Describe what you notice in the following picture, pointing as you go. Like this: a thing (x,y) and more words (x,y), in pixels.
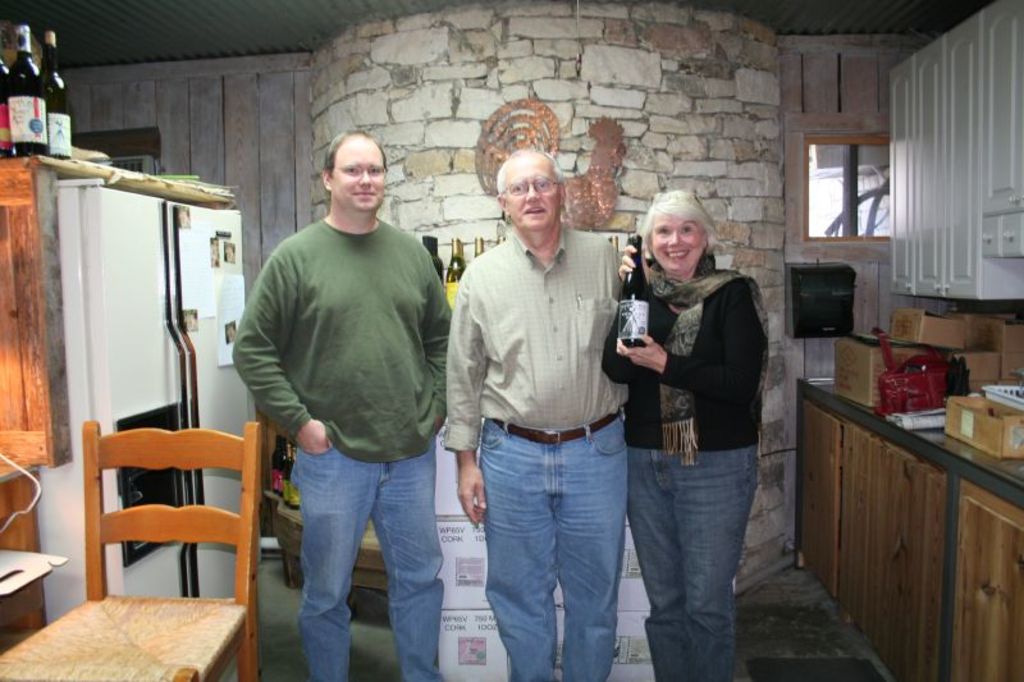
This 3 persons (655,524) are standing, this woman (730,341) wore scarf (693,292) is holding a bottle (621,321). This is a fridge (114,269) with posters (232,364). Above the fridge (215,220) there are bottles (25,132). On this table (967,503) there are cardboard boxes (1008,355). This is furniture (967,187). Beside this furniture (897,163) there is a window (841,171). This is chair (186,630).
